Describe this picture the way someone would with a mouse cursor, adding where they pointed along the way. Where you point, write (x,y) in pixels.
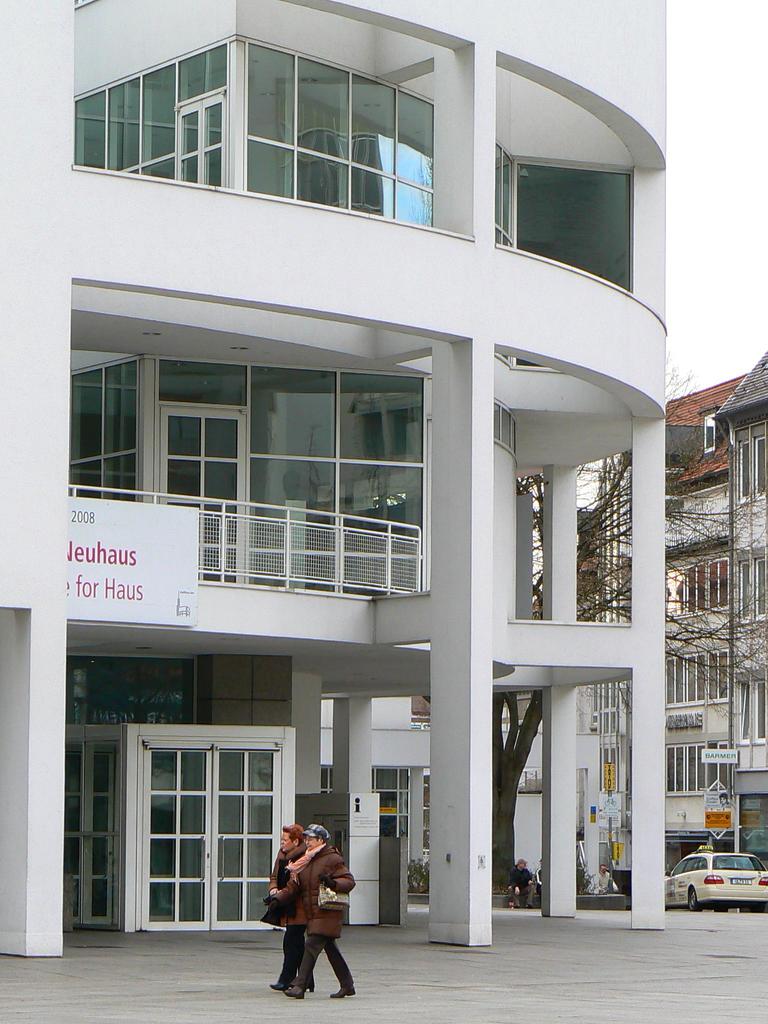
In this image, I can see two people (288,909) walking on the pathway (558,983). There are buildings (484,450) with name boards (708,826) and a tree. On the right side of the image (714,895), I can see a person (606,891) sitting and a car (734,902).
